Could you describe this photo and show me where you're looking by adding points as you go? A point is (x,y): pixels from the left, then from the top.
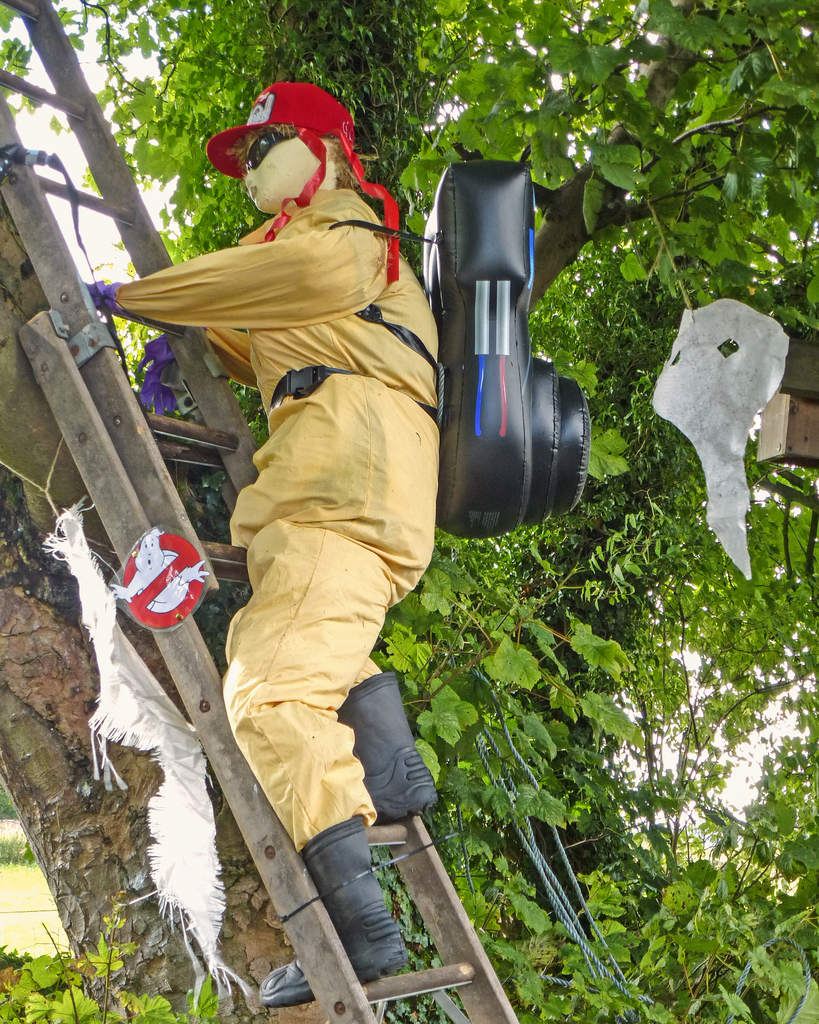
In this picture I can see a doll (314,388) on the ladder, in the background (644,739) there are trees (568,750).
